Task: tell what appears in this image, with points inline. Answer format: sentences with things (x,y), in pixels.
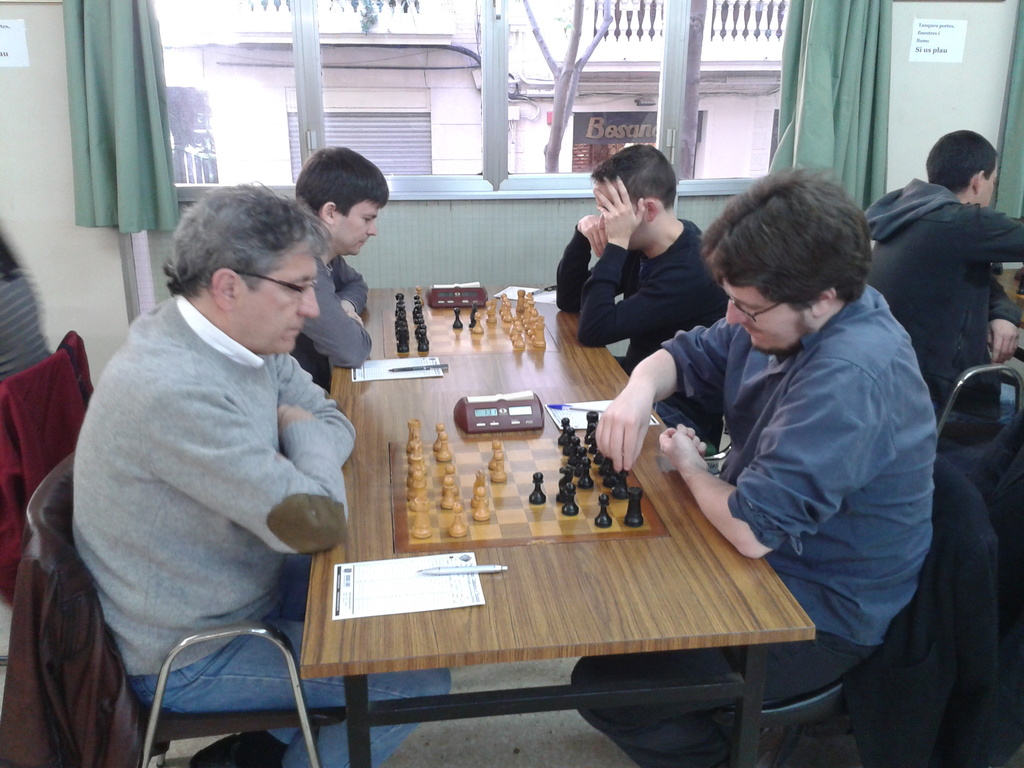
In this picture there are four people (791,236) sitting on the chairs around the table (597,396) on which there are two chess boards (468,444) and around there is a window (362,98) and some green color curtains (112,64) to the wall (926,117).
